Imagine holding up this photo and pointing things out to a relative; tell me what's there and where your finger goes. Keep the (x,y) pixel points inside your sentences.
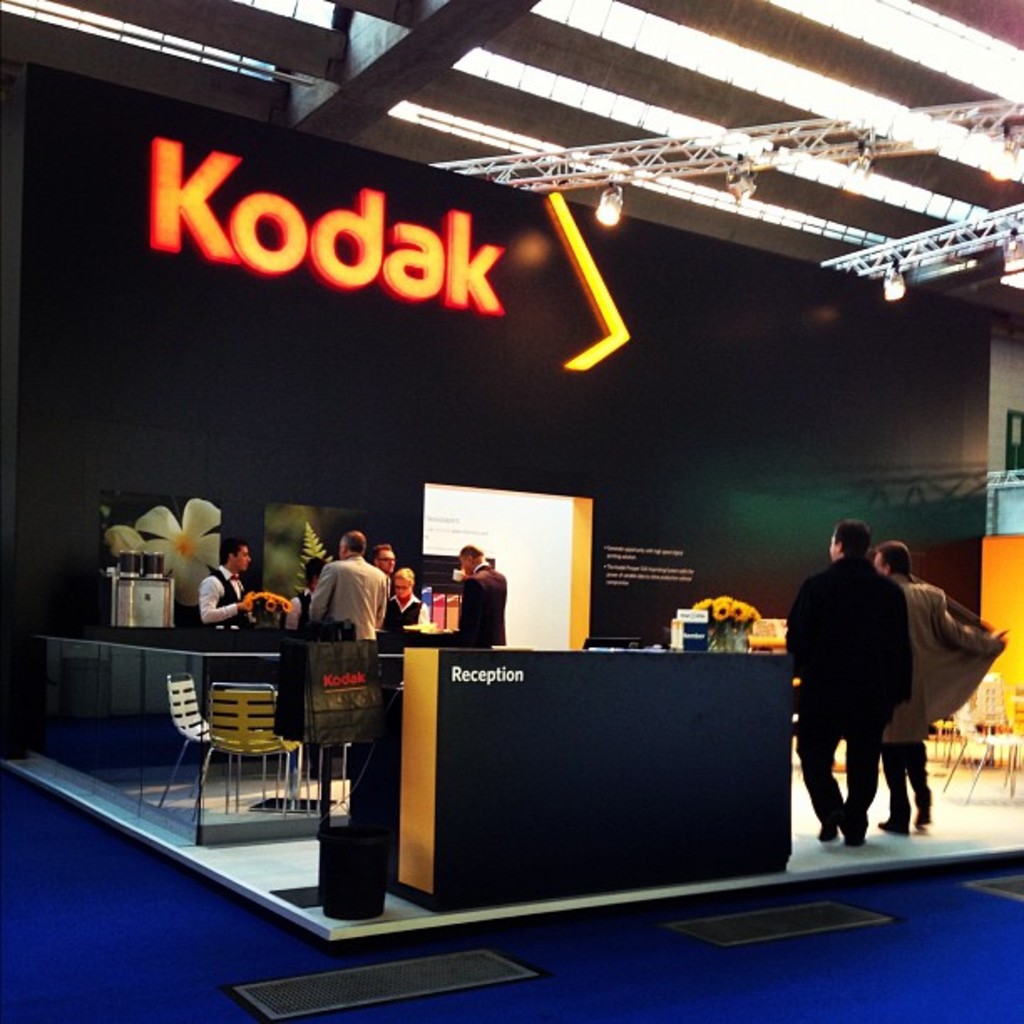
In this image there are some people (945,633) and one table (513,748), and some chairs (248,704) and in the background (160,535) there are some boards (509,545) and some objects (126,584). On the left side (124,604) there are some objects (124,570), at the bottom (244,904) there is floor (854,919) and in the background (505,314) there is some text (294,207) on the wall (499,241). At the top (682,103) there is ceiling (793,197) and some lights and poles (525,166).
